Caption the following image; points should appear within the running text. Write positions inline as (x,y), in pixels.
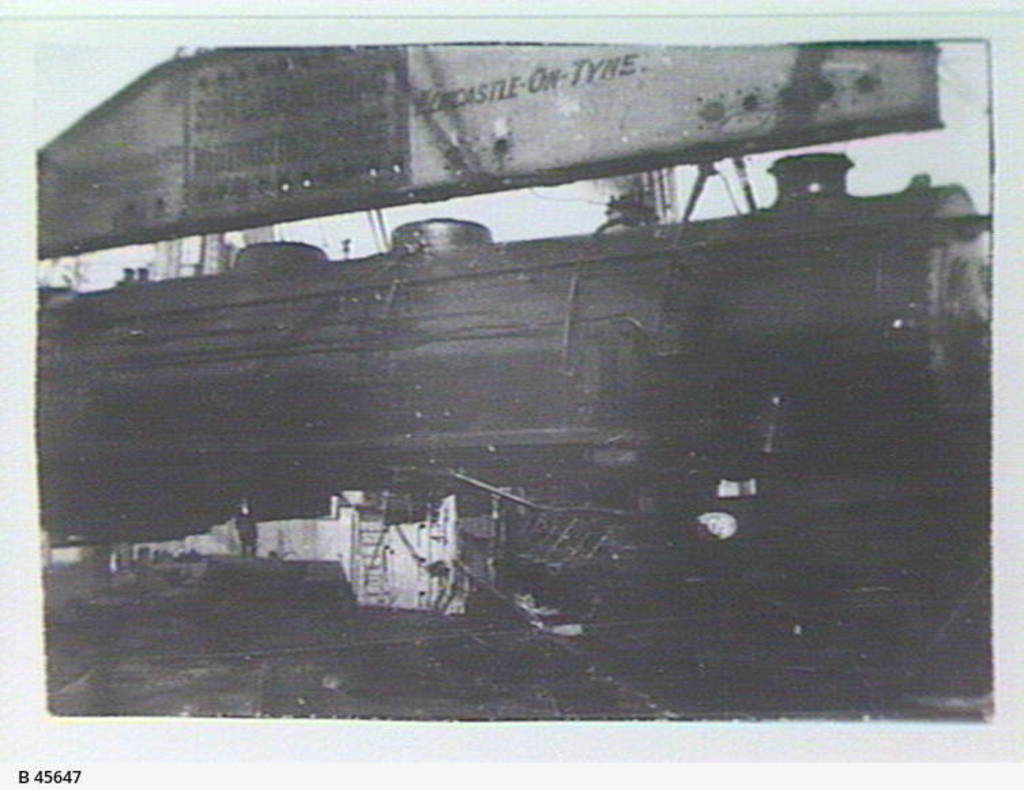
In this image, we can see a photo of a locomotive (755,428). We can also see some text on the bottom left corner (52,780).
